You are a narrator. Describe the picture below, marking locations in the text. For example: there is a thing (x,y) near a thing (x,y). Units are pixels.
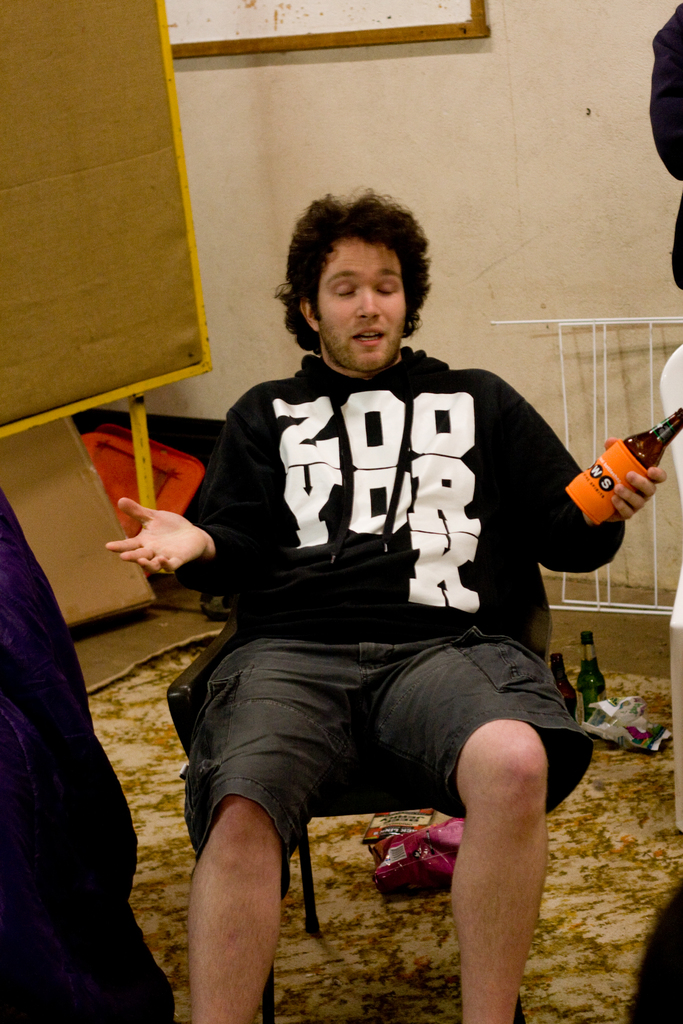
In this image we can see a man (247,622) wearing black color t shirt (332,524) and holding a bottle (638,450) in his left hand (623,514). In the background (91,152) we can see a board (44,206), few more bottles (590,695) and some packets (424,846) on the floor (357,937). This is the wall (475,97).
